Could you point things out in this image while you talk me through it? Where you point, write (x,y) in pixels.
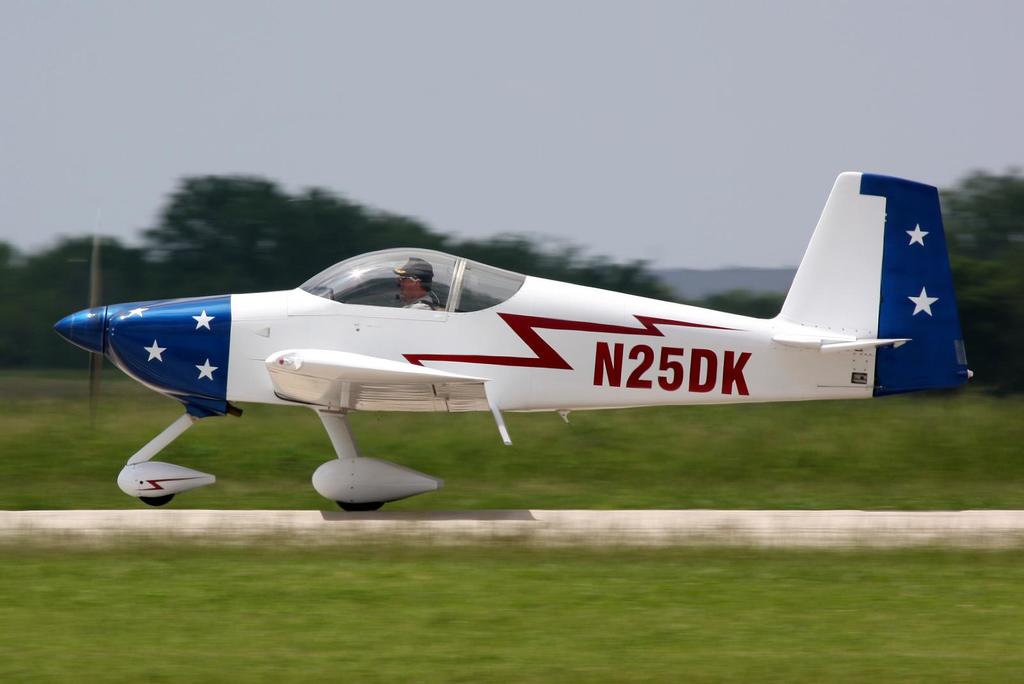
This picture is clicked outside. In the foreground (571,530) we can see the green grass (972,562) and the ramp (633,533). In the center (404,295) there is a person (408,278) seems to be riding an aircraft (559,349) and we can see the text (620,354) on the aircraft (616,335). In the background (413,74) there is the sky (206,54) and we can see the trees (296,247).
